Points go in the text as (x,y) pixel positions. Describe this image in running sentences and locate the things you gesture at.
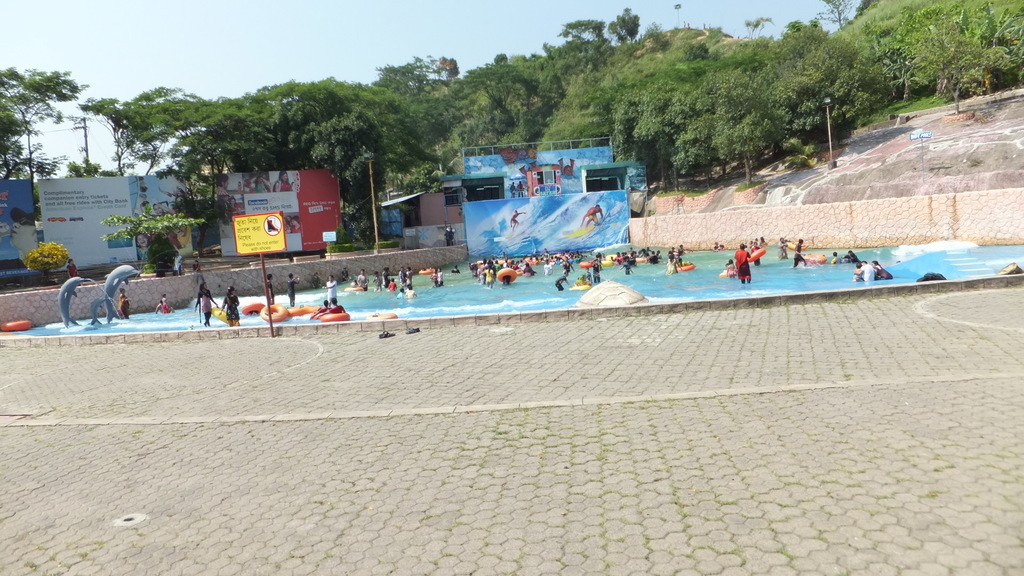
At the bottom of this image (649,431), there is a road (256,468). In the background (653,78), there are persons (799,251) and children (779,249) playing in the swimming pool (449,289), there is a signboard (269,241), there are trees (547,94), poles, a mountain (641,74) and there is a blue sky (142,33).
